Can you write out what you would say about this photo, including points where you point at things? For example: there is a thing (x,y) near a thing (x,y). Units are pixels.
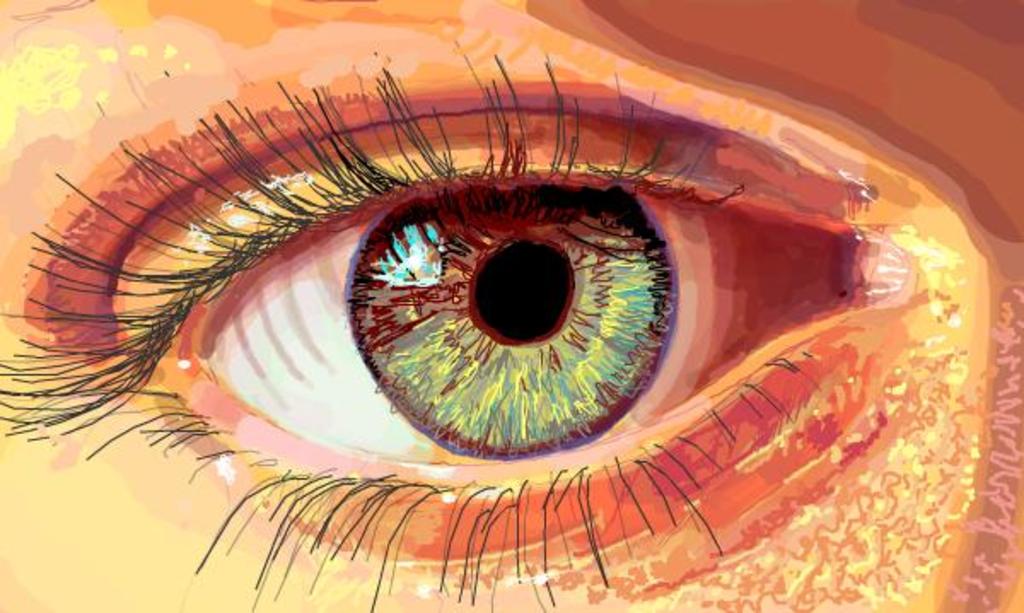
In this picture we can see painting (530,325) of an eye (559,302).
